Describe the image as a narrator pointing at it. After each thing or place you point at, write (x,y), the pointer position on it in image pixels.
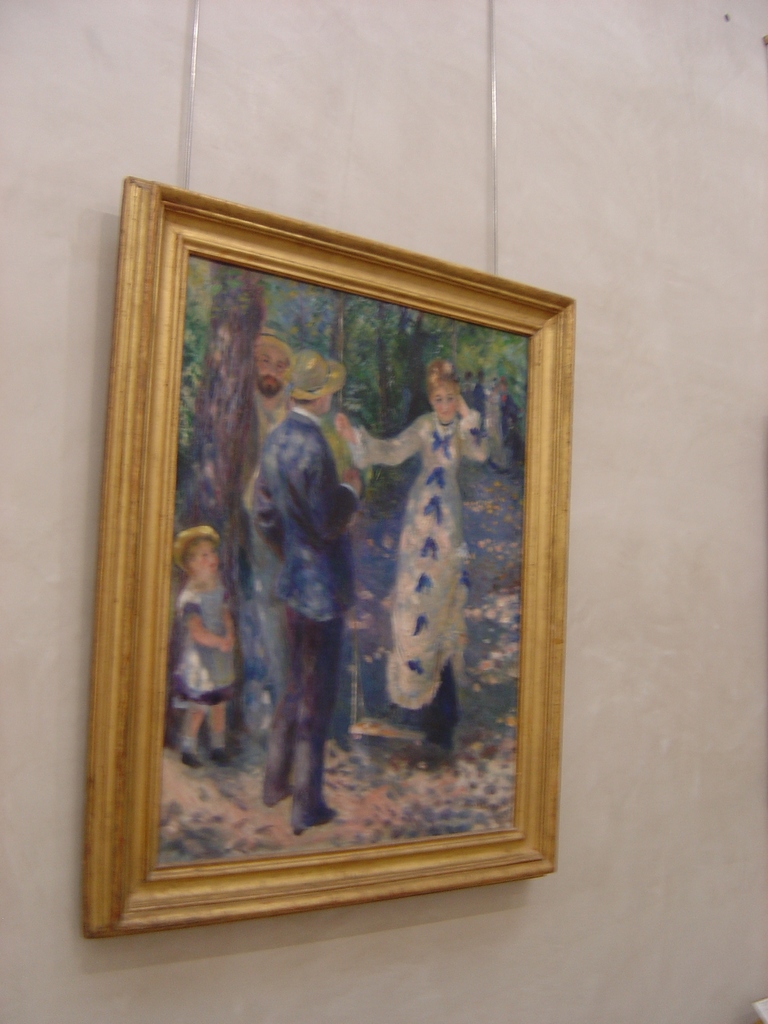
In this image there is a frame (182,711) attached to the wall (231,145), in which there are people (387,441) standing and trees (387,421) in a frame (117,756).
